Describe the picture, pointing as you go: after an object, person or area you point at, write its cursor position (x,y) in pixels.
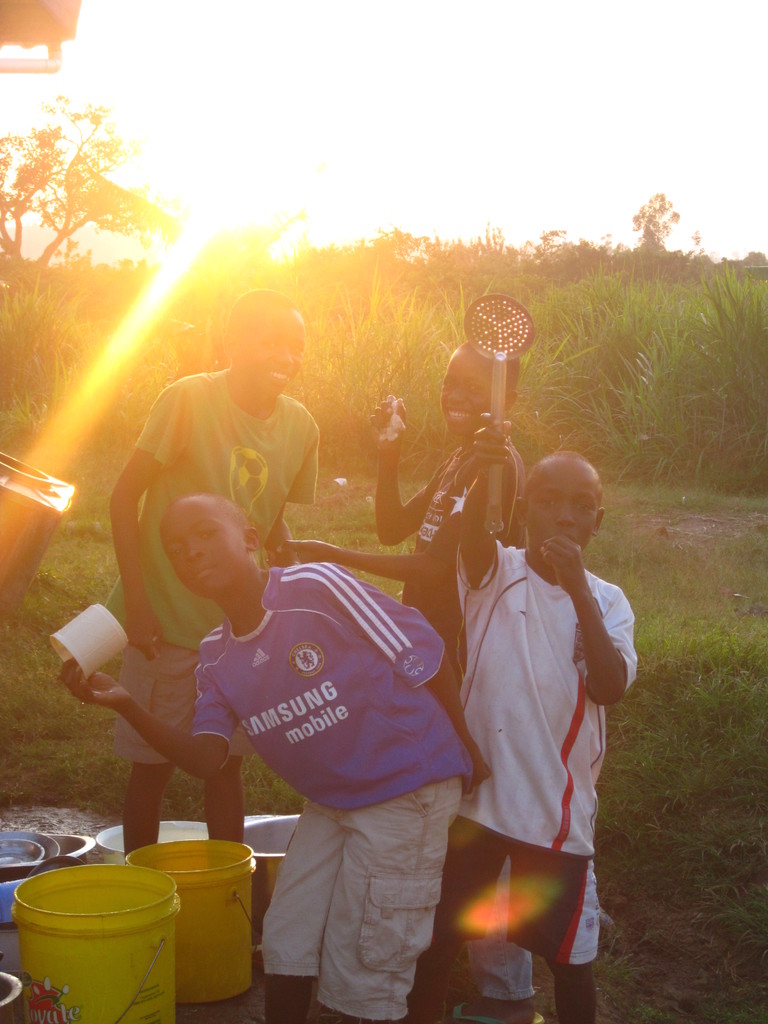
In this image in the front (281,597) there are persons (346,558) standing and smiling and there are buckets (86,894) and utensils (60,855) on the ground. In the background (377,344) there are trees (11,250) and there's grass (674,340) on the ground (86,484).
